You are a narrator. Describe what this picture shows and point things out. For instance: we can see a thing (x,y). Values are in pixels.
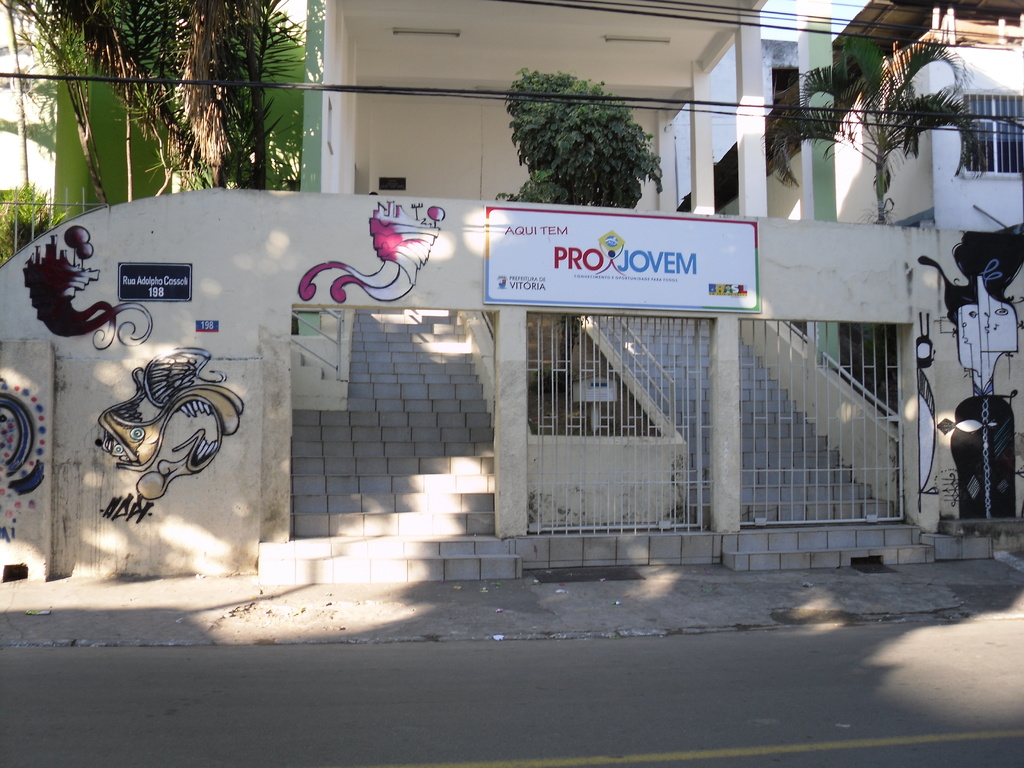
In front of the image there is a road (515,657), beside the road (556,677) there is a building (419,561) with stairs (422,397) and metal rod gates (607,403), on the building (414,287) there is a display board (678,265) and a name plate (161,283) and some pictures (147,367) on the walls (385,270), the building (385,270) is having pillars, on top of the image (597,12) there are cables (539,98), besides the building (491,119) there are trees (549,117) and other buildings (924,135).
